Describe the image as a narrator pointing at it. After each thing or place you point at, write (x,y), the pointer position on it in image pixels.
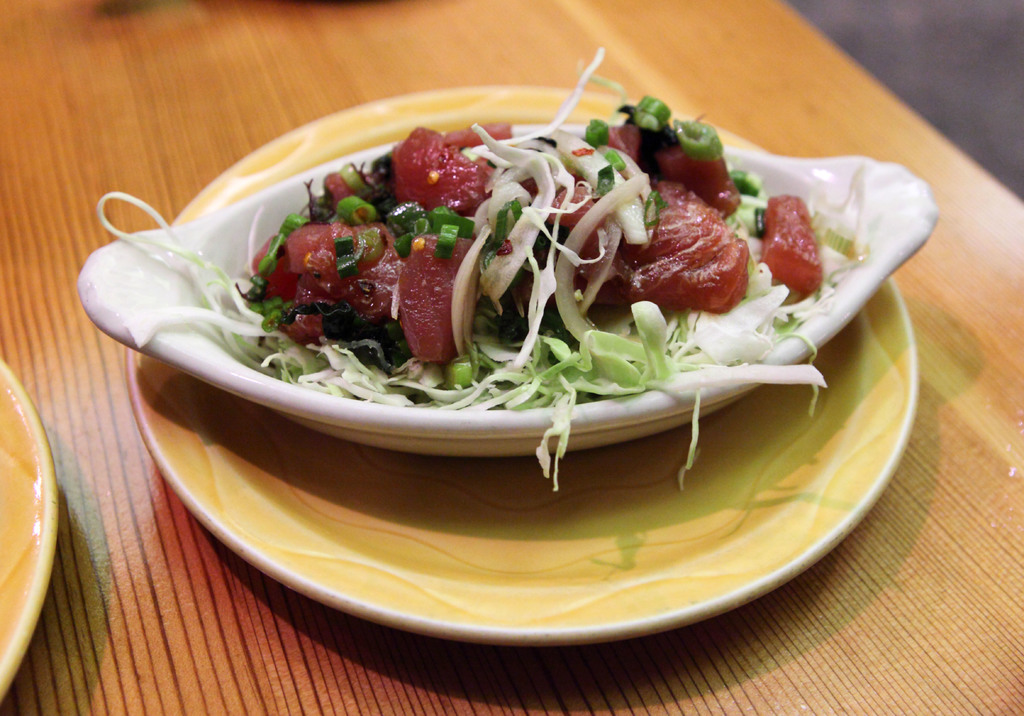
In this image we can see some food (502,276) in a bowl (616,381) kept in a plate (673,510) which is placed on the table (126,406). On the left side (45,492) we can see a plate (37,533).
